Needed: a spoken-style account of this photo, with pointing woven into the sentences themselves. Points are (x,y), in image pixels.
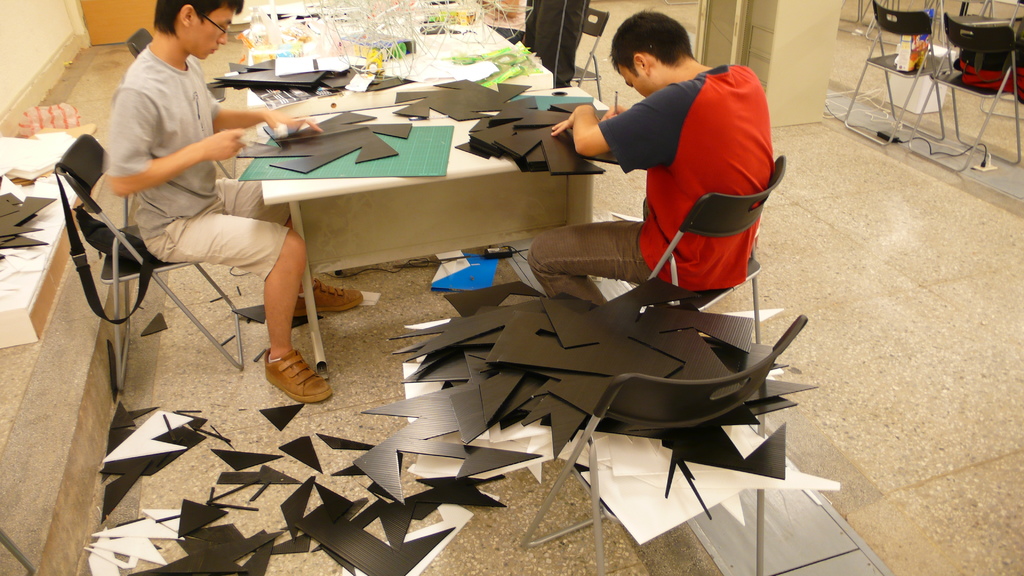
In this image there are two people (666,144) sitting on the chair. In front of them there is a table (510,164) and on top of the table (436,120) there are few objects (374,80). On the backside (44,35) there is a wall (67,31). At the bottom of the image (850,437) there is a floor (915,350).
